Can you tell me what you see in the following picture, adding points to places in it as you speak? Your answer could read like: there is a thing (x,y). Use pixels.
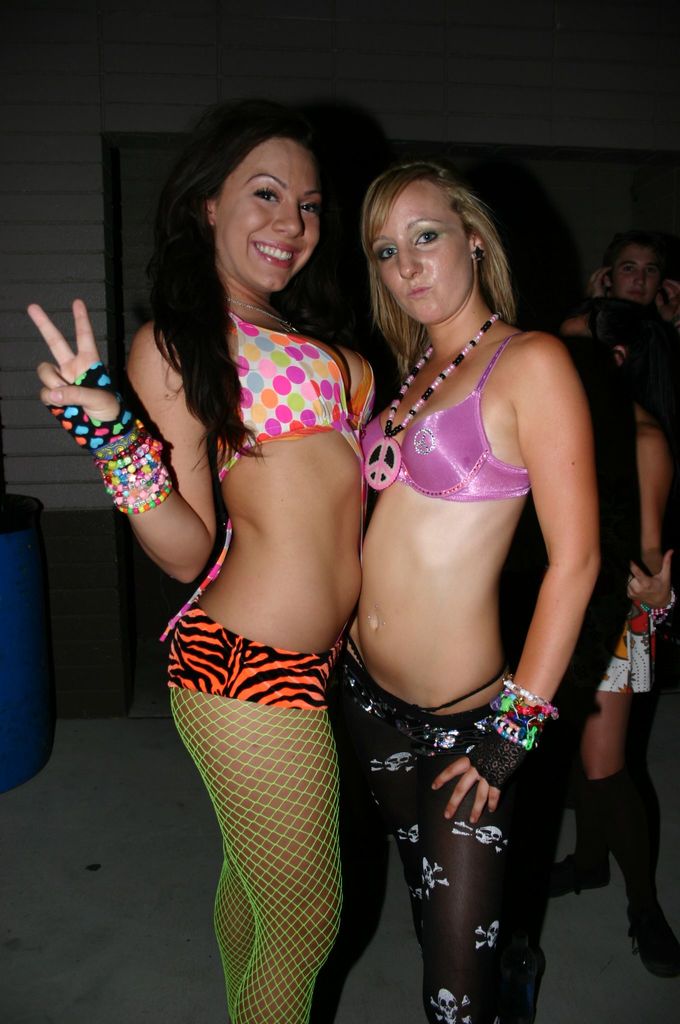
In this image we can see two women (384,509). One is wearing pink and black color dress (428,473) and the other one is wearing orange and green color dress (284,423). Behind people (626,346) are there.
